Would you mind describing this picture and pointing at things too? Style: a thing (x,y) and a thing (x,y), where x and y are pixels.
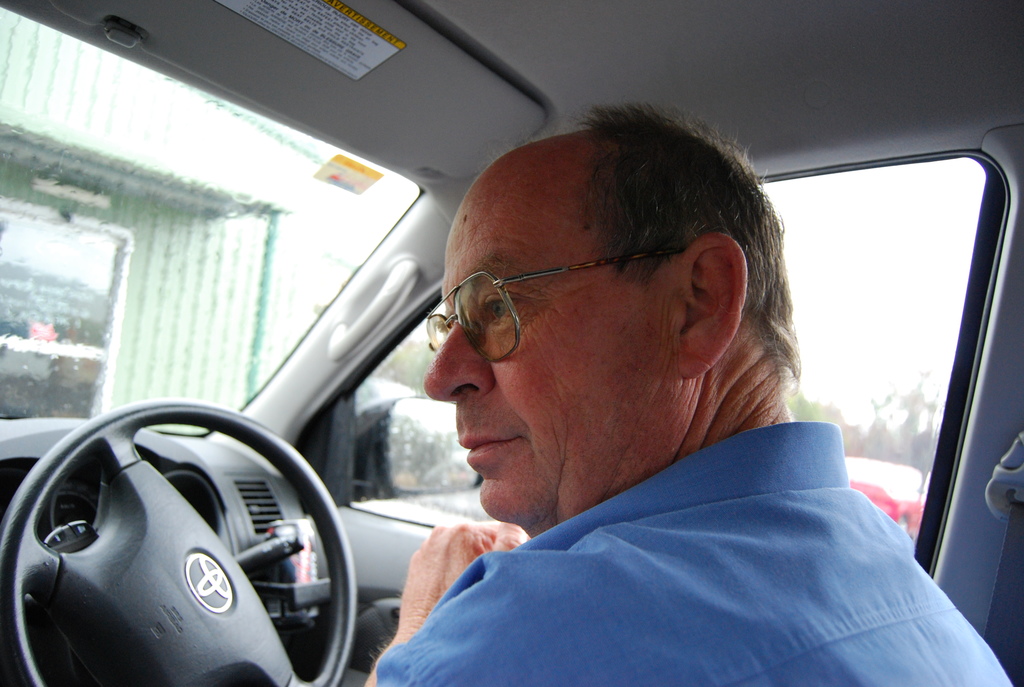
The image is inside the car (411,527). In the image there is a man (669,554) who is sitting and he is also wearing his glasses (506,297) in front of a steering (243,640). On right side of the man (586,530) there is another car (912,474) which is in red color.
